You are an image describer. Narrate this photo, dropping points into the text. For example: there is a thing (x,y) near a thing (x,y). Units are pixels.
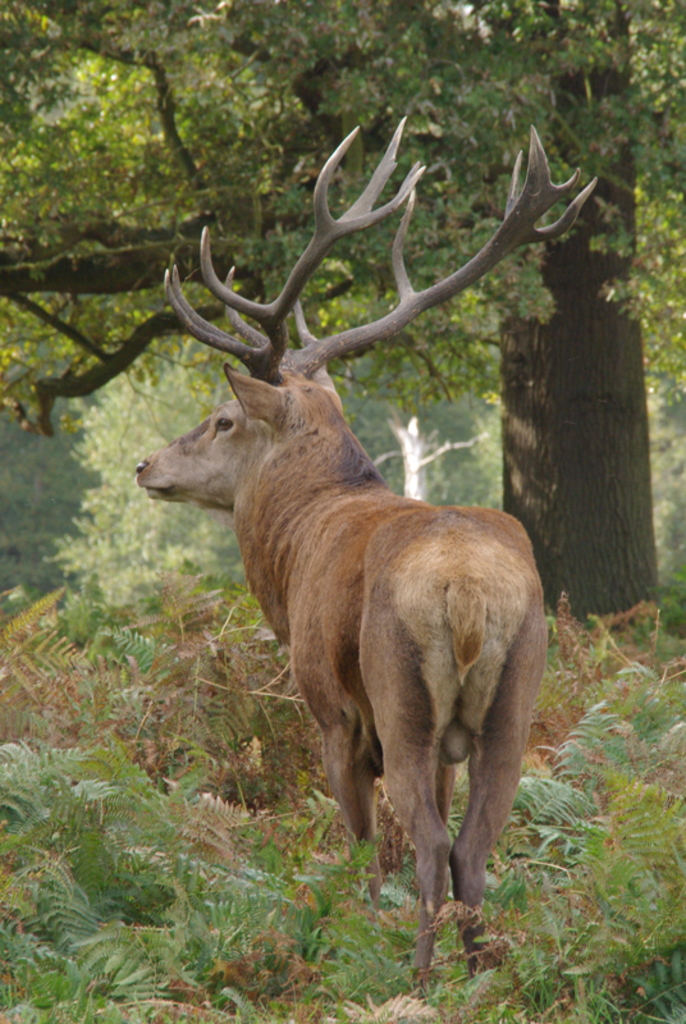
In this image we can see an animal (404,754) on the ground (407,916). We can also see some plants (191,784), the bark (592,519) of a tree (603,438) and a group of trees (205,393).
